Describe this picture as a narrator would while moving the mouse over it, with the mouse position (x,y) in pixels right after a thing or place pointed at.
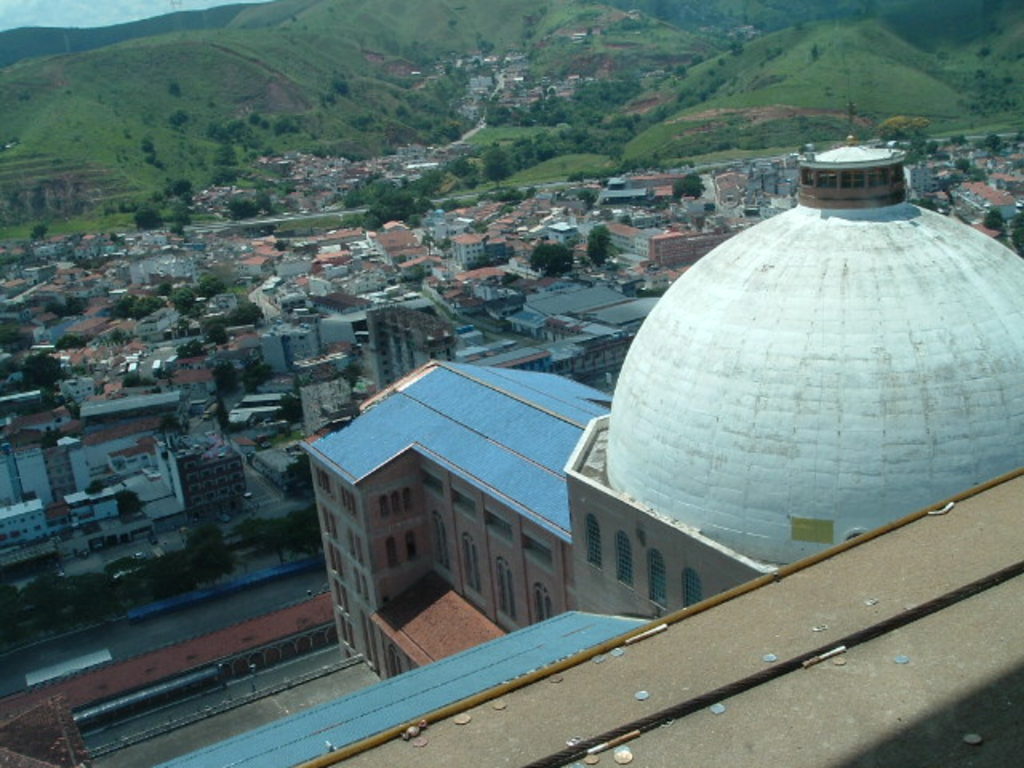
On the right side (836,609), there are coins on a wall (457,760). On the left side (299,652), there are vehicles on the roads (264,481), there are trees (35,616) and buildings (38,760). In the background (948,40), there are trees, buildings (318,171), mountains (953,39) and there are clouds (151,2) in the sky (69,3).
